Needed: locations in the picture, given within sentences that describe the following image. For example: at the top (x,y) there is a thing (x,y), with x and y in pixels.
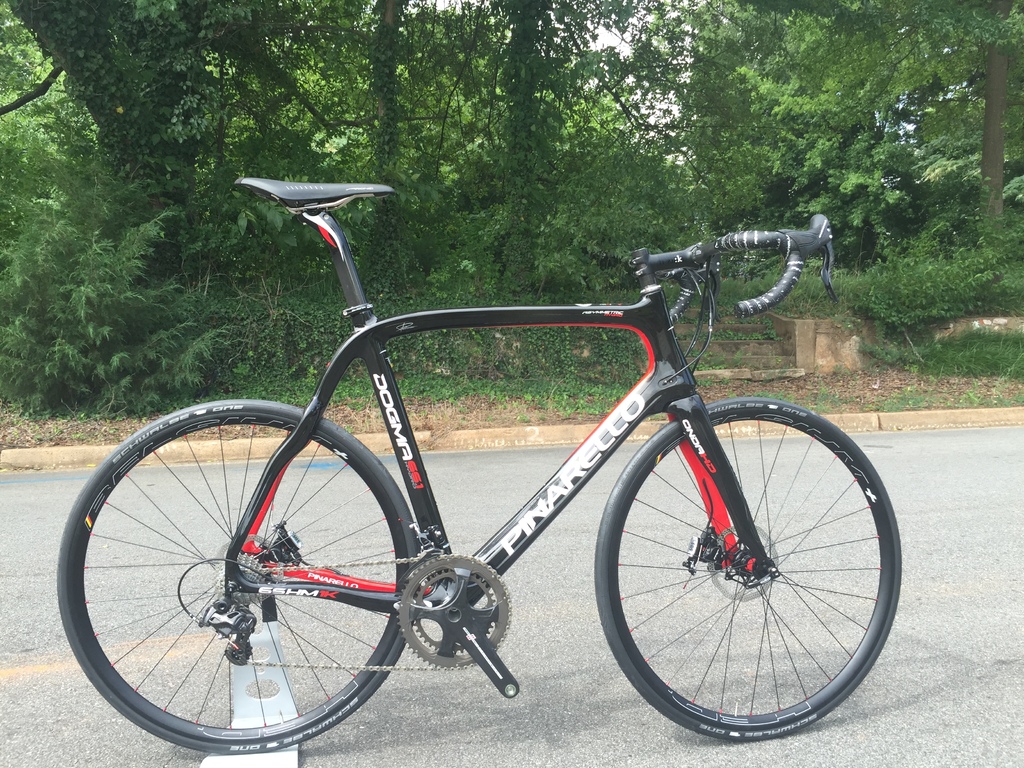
Here in this picture we can see a bicycle (526,514) present on the road (489,507) over there and beside it we can see trees (288,258) and plants (735,295) present all over there.
